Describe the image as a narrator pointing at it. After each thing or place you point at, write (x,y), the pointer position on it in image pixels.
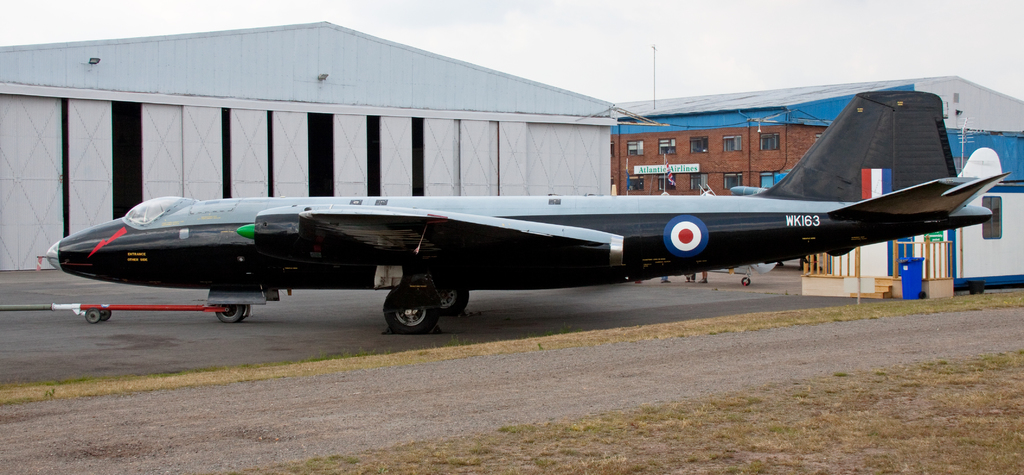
In this picture we can see an airplane (500,241) in the front (494,236), in the background (431,159) there are some buildings (718,122), at the bottom (792,420) there is grass (781,427), we can see the sky (652,89) at the top of the picture (553,8), there are windows (706,179) of the building (702,159).
